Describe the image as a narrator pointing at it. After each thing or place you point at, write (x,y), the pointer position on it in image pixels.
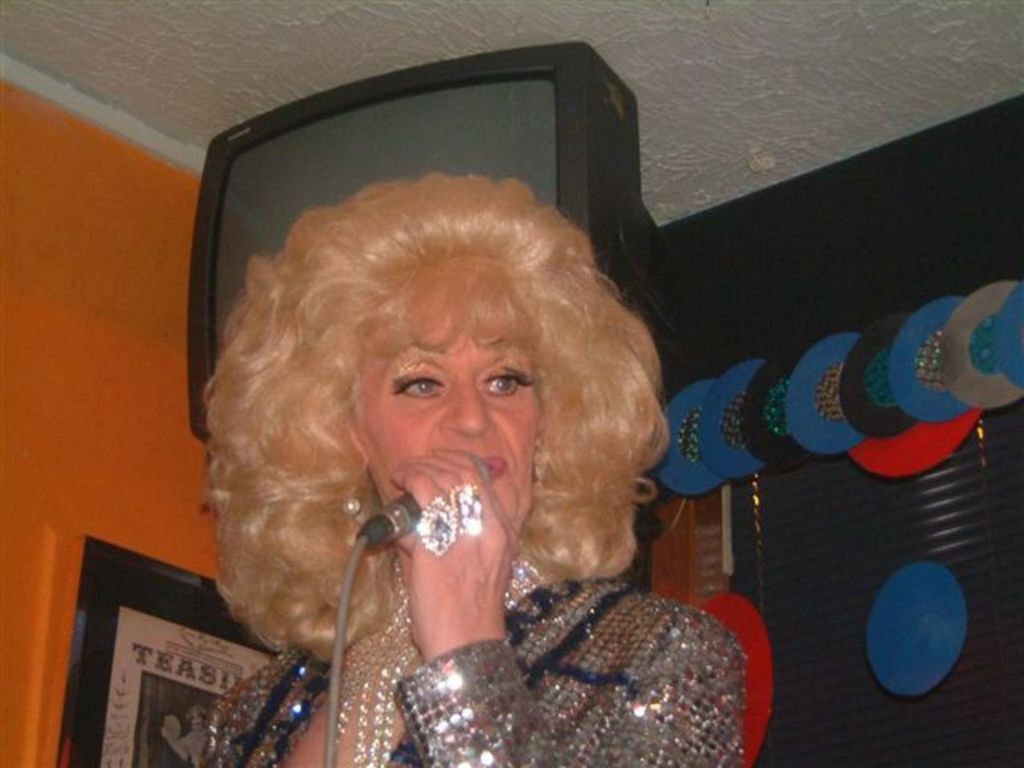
In the center of the image (493,452) we can see one woman (407,631) standing and she is holding a microphone (374,531). And she is in different costume (405,611). In the background (22,241) there is a wall (868,230), roof (314,11), monitor (279,198), photo frame (114,609), shutter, blue and black color round objects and a few other objects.
